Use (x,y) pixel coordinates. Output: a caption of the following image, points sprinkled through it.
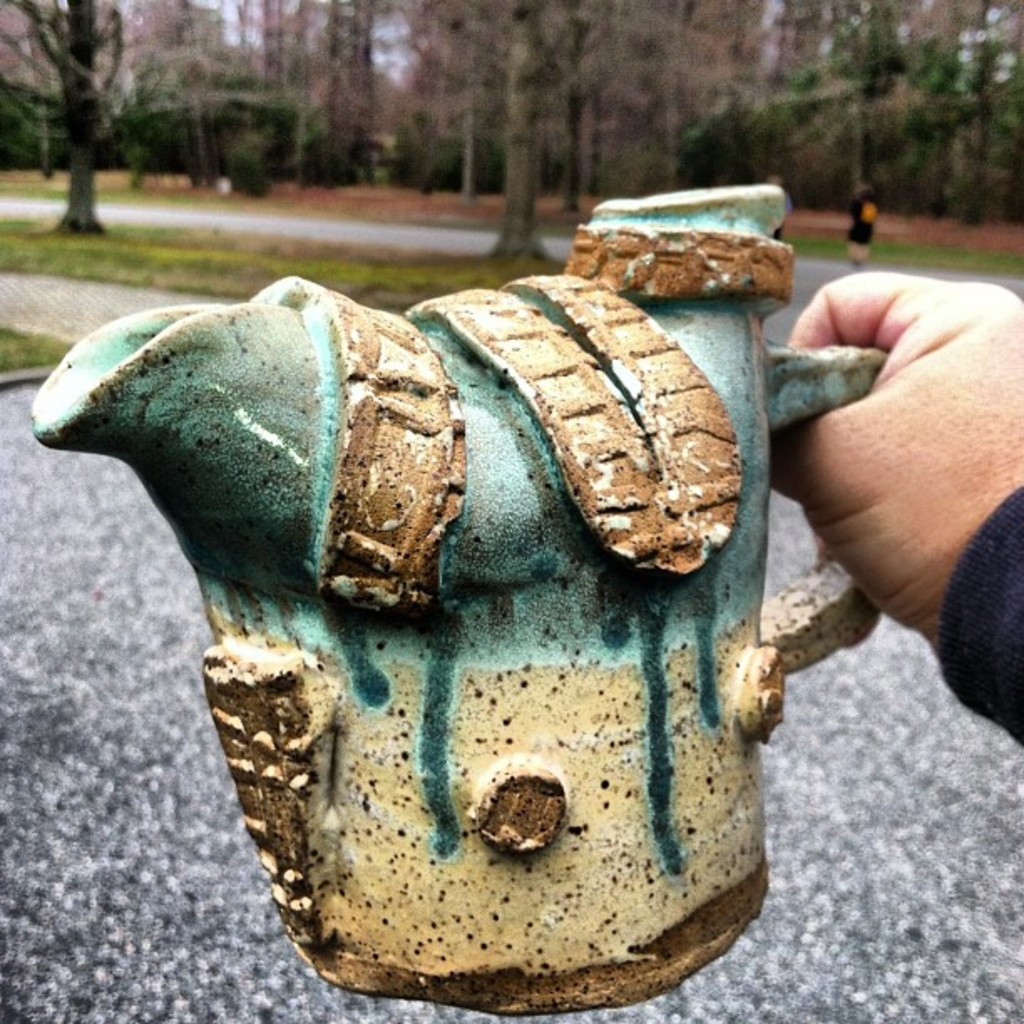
In this image we can see there is a hand (882,441) of a person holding an object (521,730), in front of this there are two persons (862,245) standing on the road (815,259). In the background (674,173) there are trees (497,154).
